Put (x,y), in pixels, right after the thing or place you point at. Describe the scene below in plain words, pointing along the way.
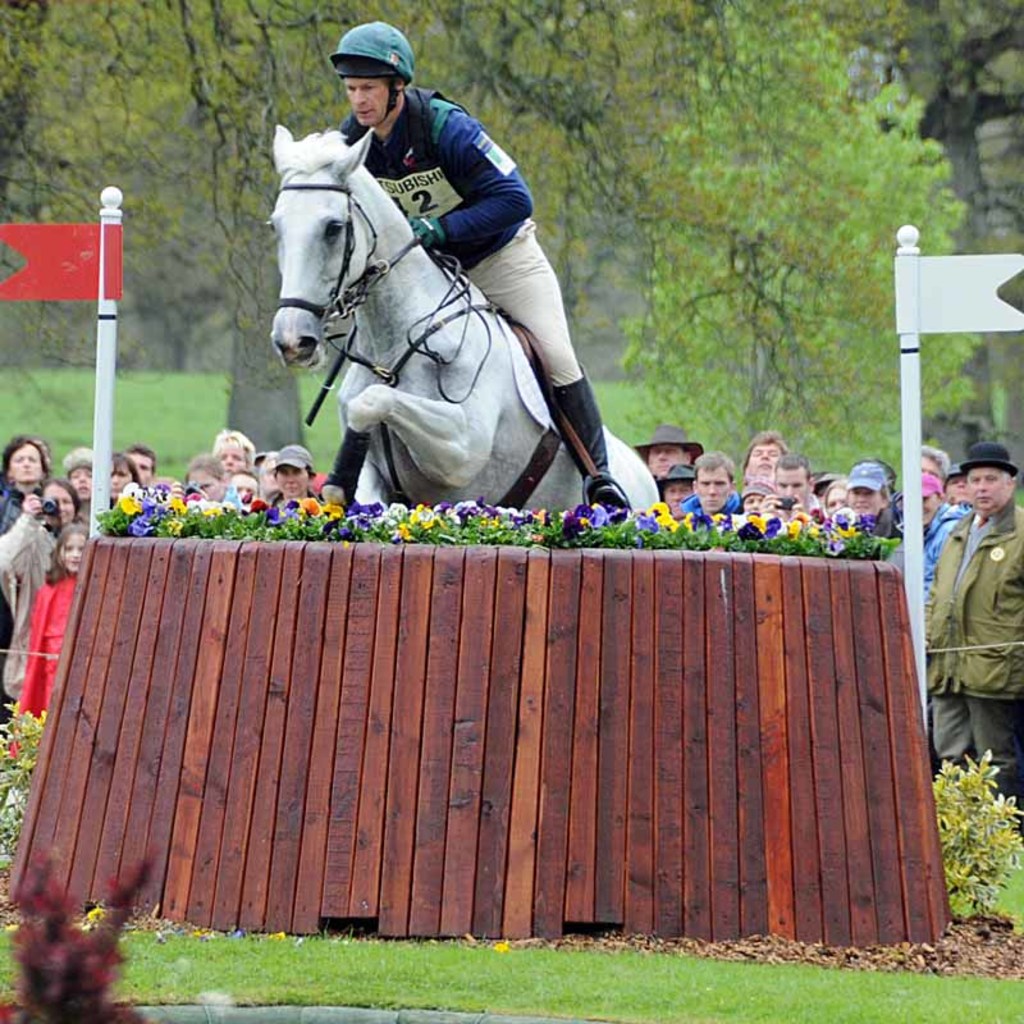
Here we can see a man (544,305) riding a horse (502,372) and jumping through a flower barricade (234,525) and behind him there are people (994,456) watching it and there are trees (564,44) all over there
